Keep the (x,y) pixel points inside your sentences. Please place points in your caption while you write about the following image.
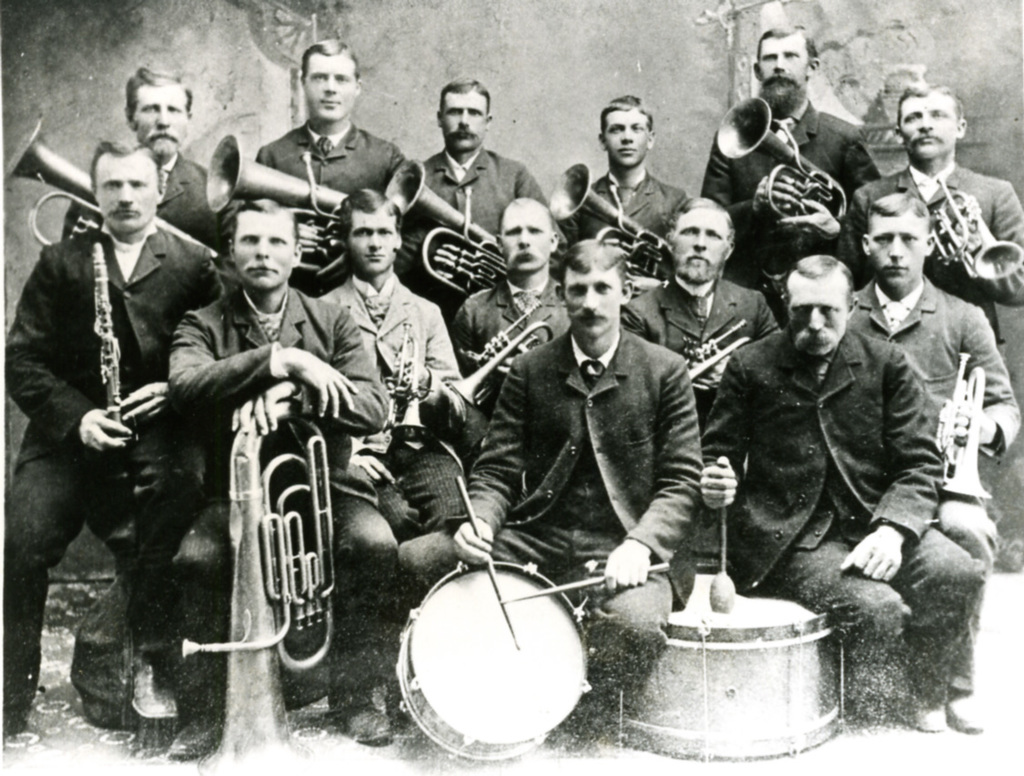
In this image I can see some group of people (595,462) with some musical instruments (453,645).
